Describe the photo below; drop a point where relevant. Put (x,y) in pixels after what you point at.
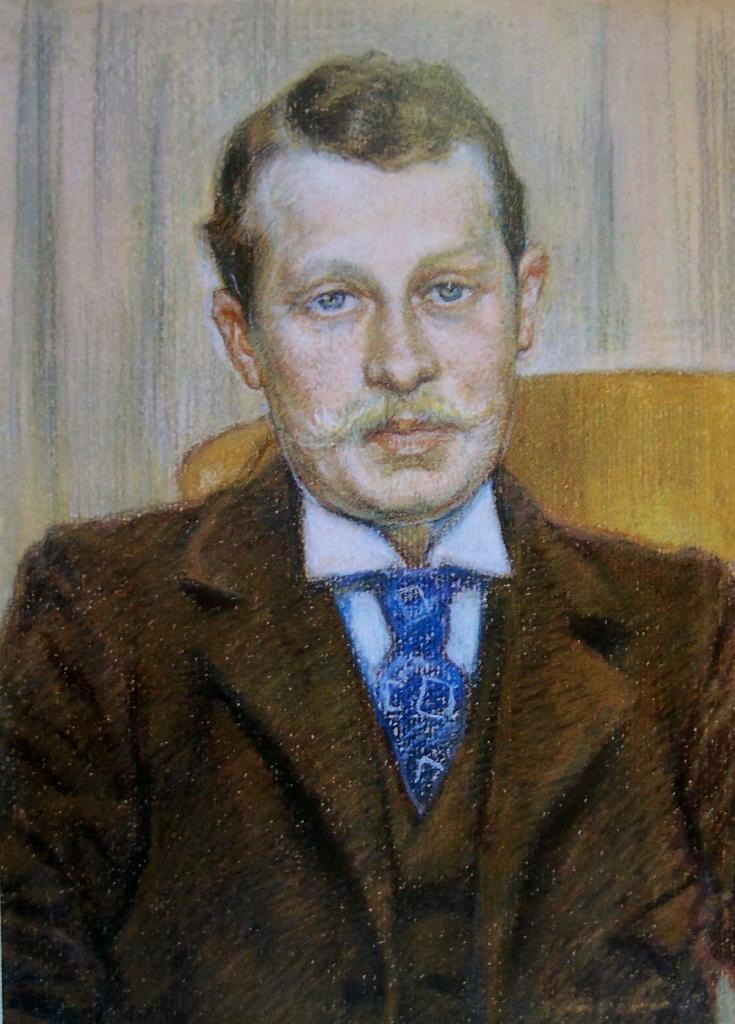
In this image we can see painting (366,518) of a person (529,549), yellow color object (686,538), and wall (209,343).
